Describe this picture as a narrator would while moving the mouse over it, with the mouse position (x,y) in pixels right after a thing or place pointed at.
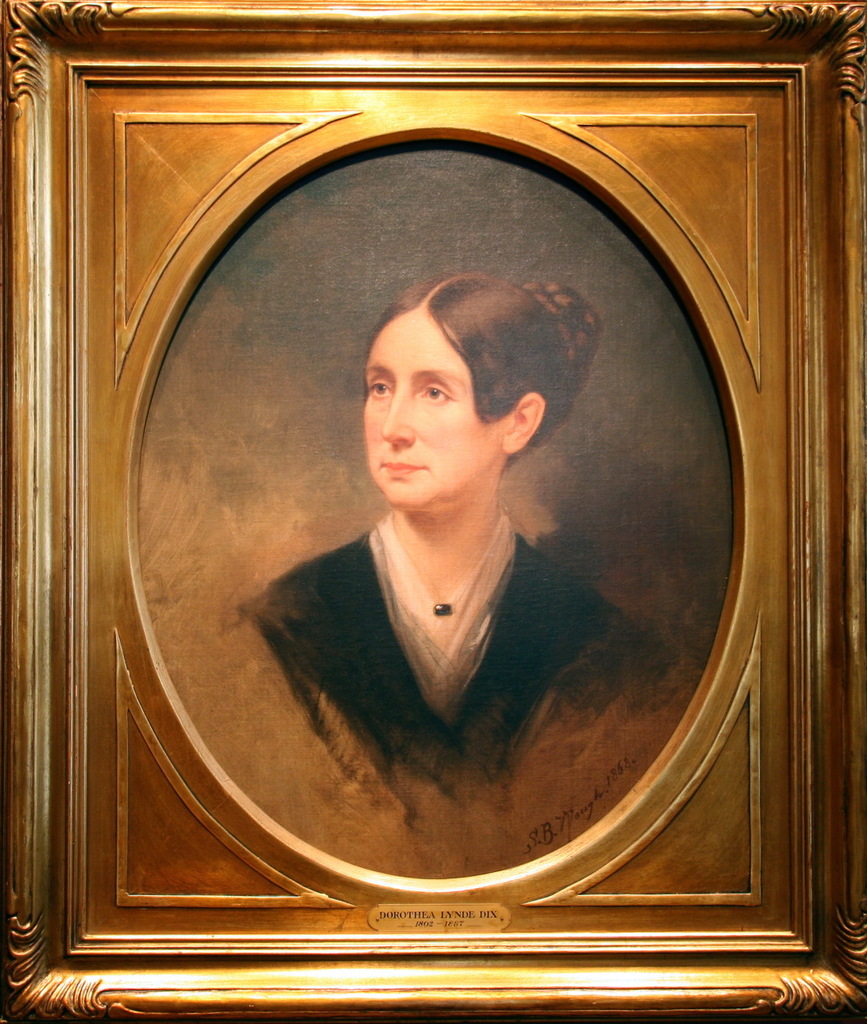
Here in this picture we can see a photo frame (140,924) present and in that we can see a painting (450,407) of a woman (449,303) present.
